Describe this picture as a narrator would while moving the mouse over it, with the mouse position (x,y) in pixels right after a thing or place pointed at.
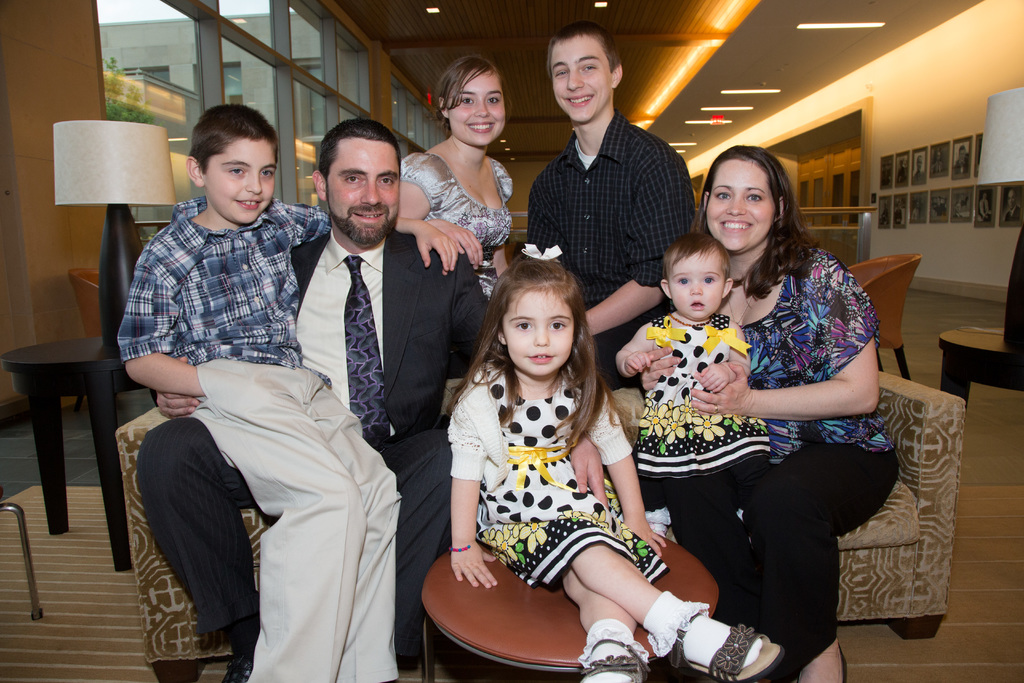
In this picture we can see the family photograph. In the front (736,273) there is a man (311,294) wearing black suit (419,331) and a woman (762,280) sitting on the sofa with three children (477,458). Behind we can see the table light (153,138) and a glass window (265,85). On the right corner (911,85) there is a wall (797,111) with many photo frames (893,179) and a door (847,150).
